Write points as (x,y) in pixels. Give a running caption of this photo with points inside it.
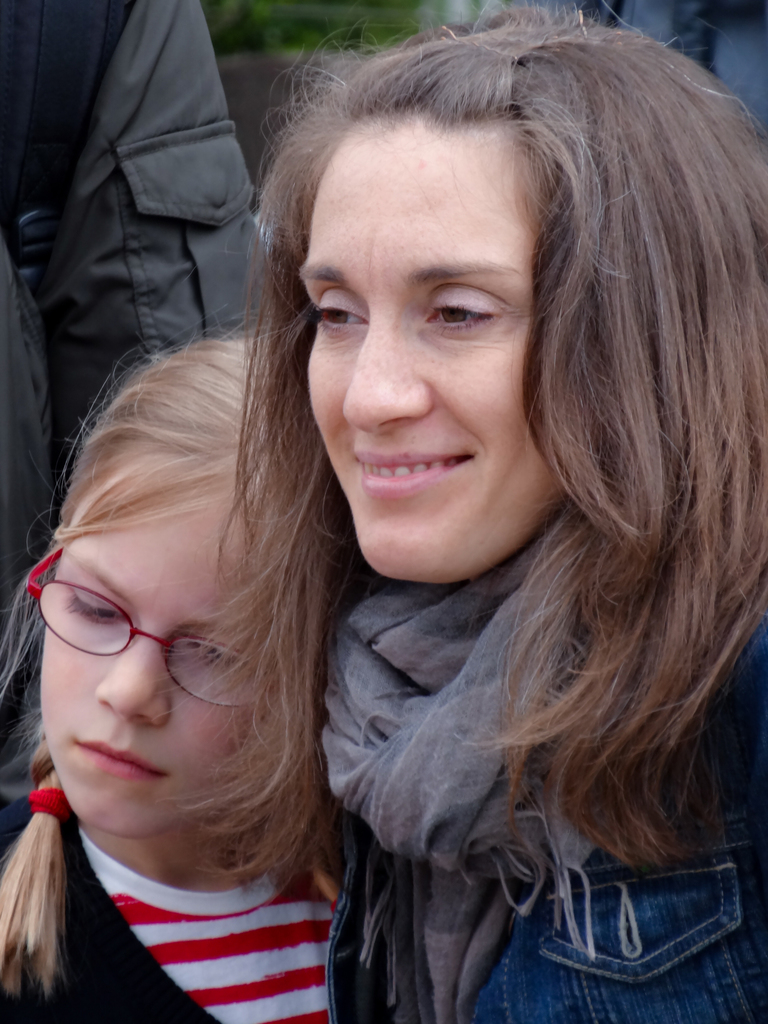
In this picture, we can see a few people (338,223), and the blurred background (227,2).
